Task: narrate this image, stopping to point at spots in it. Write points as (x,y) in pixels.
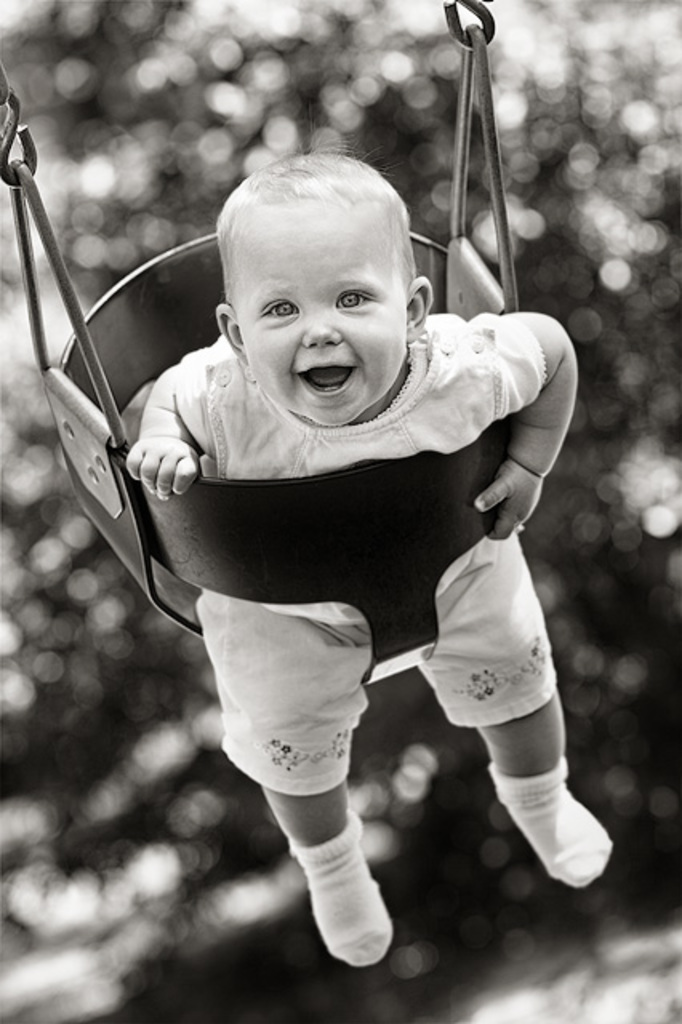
This picture is in black and white. The baby (415,354) in white dress (375,441) is sitting on the swing (369,506). He is smiling. Behind him, there are trees (615,256). It is blurred in the background (168,737).
